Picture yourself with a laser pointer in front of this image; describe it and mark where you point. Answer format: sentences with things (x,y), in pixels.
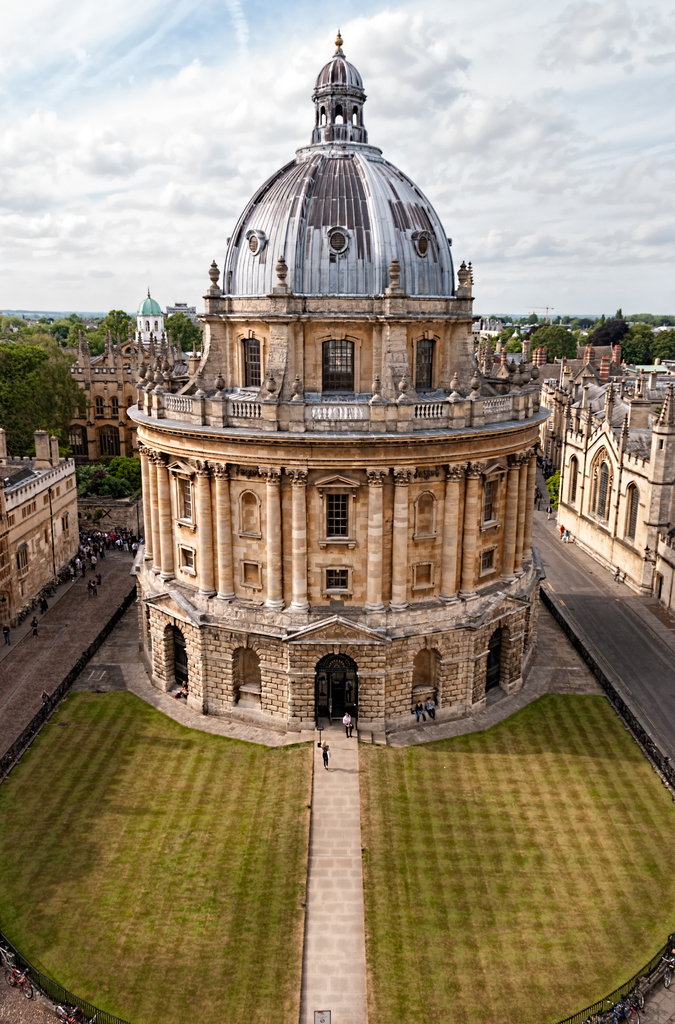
This looks like an architectural building (295,638) with pillars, windows (343,368) and doors (354,677). This building (340,655) is named as the Radcliffe camera (350,396). There are few people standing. These are the buildings (535,364) and trees (30,381). I can see the clouds (194,160) in the sky (220,140).
